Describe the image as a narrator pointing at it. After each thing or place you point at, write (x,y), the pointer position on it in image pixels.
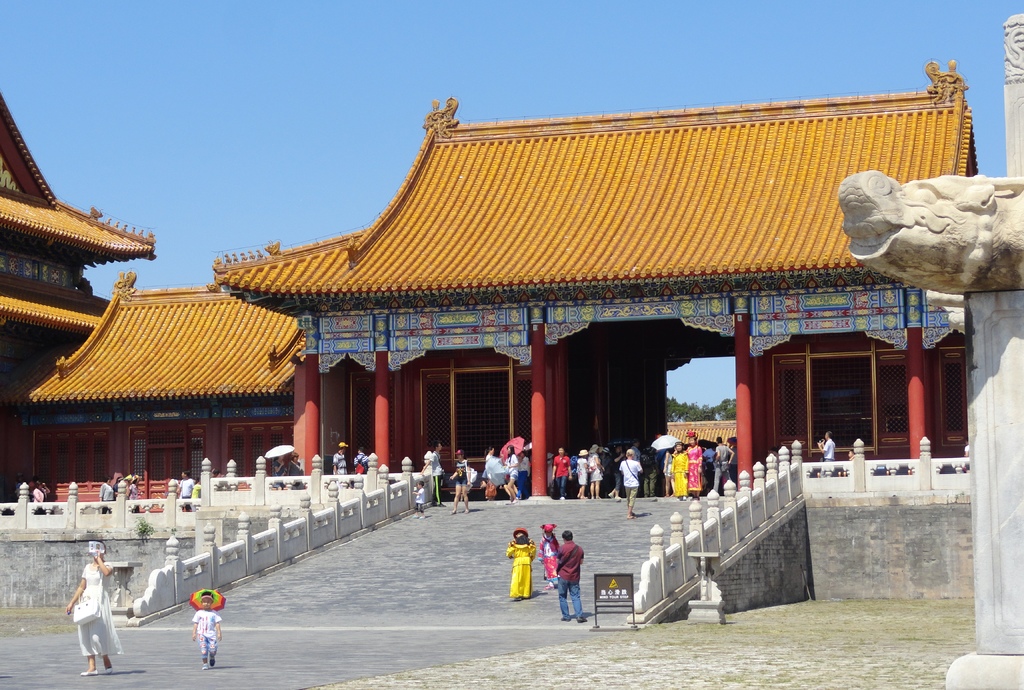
In this Image I can see few buildings (482,315), pillars (536,376), windows (518,415), group of people (492,446) and few people (660,460) are holding umbrellas (660,447). I can see a board (628,582), fencing (708,547) and sky (370,131) is in blue color.
